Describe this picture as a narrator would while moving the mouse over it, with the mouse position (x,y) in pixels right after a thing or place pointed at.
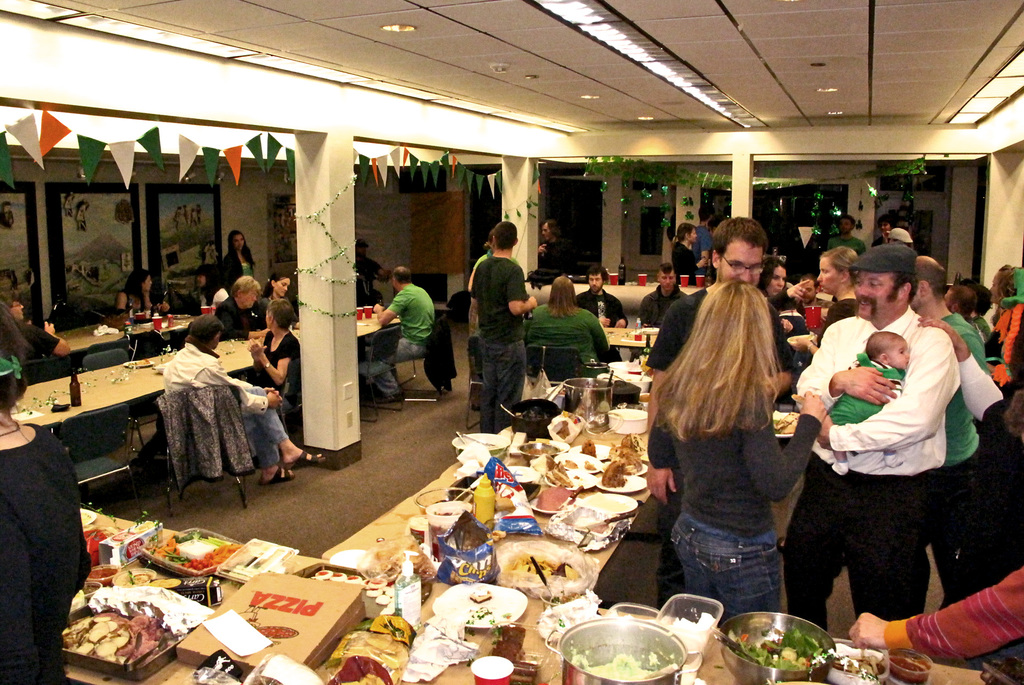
In this image there is a cardboard box (272,630), food items (561,498) in the bowls (548,572) and on the plates (568,448), glasses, packets (576,434) and some items (580,513) on the tables (457,475), and there are group of people (945,539) standing and sitting on the chairs (238,394), lights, frames (7,193) attached to the wall (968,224).
